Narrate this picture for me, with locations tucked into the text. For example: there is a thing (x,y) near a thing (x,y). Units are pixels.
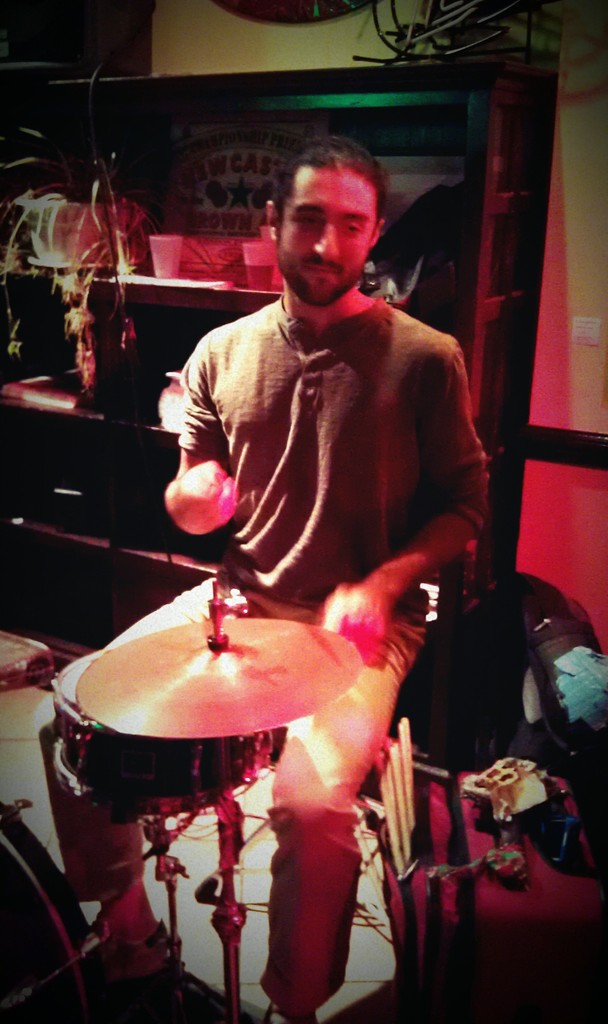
In this image in the center (235,360) there is one man (258,430) who is sitting, and in front of him there is a drum (78,724). In the background (68,245) there is a cupboard (25,577), and in the cupboard (151,278) there are some cups (253,269), flower pot (120,247), and some other objects (429,242). And in the background (540,491) there is a wall (551,292), on the right side (511,742) there are some objects (551,834).
